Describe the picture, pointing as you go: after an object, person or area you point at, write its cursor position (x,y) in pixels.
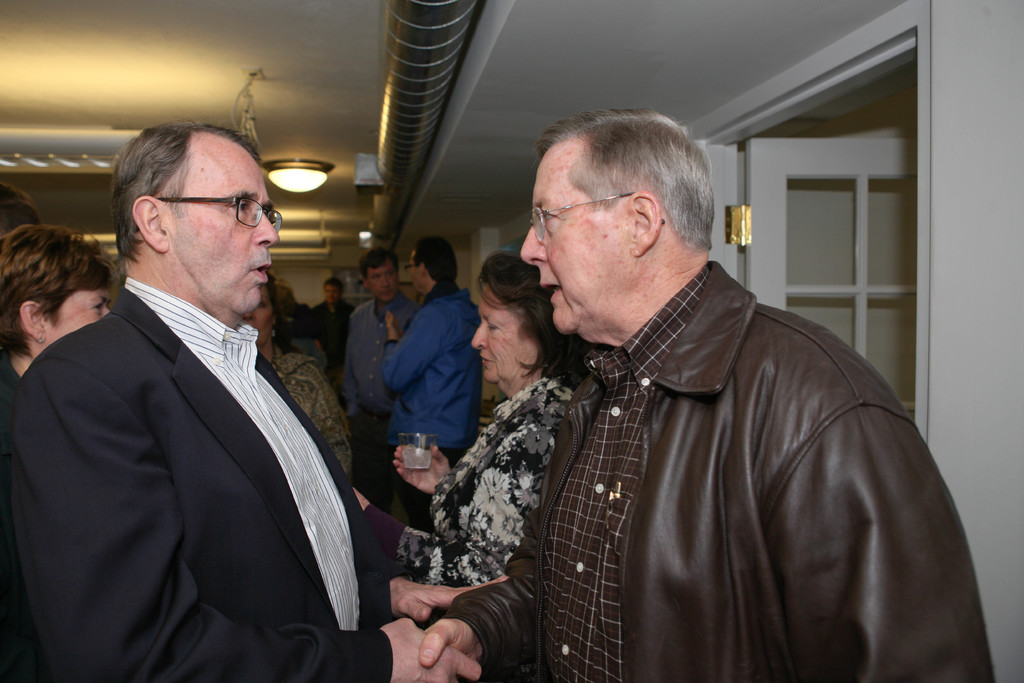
Here, we can see two old men (725,436) standing and they are shaking hands (447,626), they are wearing specs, at the background (363,370) there are some people (438,307) standing and at the right side (782,268) there is a white color door (807,247).
